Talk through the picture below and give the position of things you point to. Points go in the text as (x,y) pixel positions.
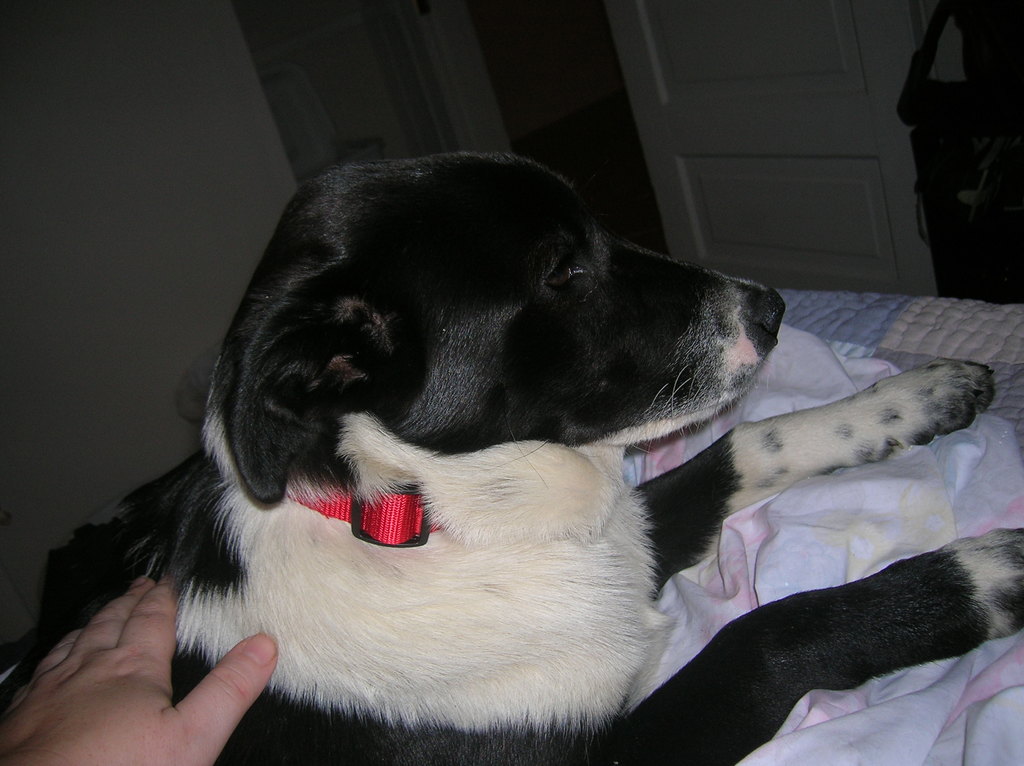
In this image I can see a dog (447,593) which is cream and black in color and a human hand (151,663) on it. In the background (29,141) I can see the wall (141,240), the door (757,125) and few other objects (905,105).
